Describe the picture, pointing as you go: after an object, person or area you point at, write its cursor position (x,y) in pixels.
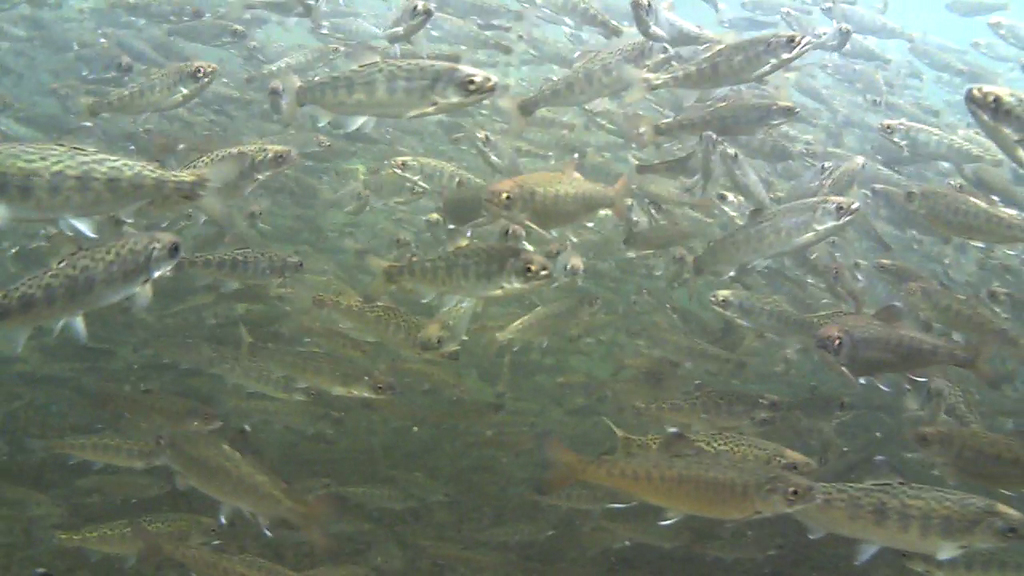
In this image, we can see fishes (445,274) in the water (25,480).
